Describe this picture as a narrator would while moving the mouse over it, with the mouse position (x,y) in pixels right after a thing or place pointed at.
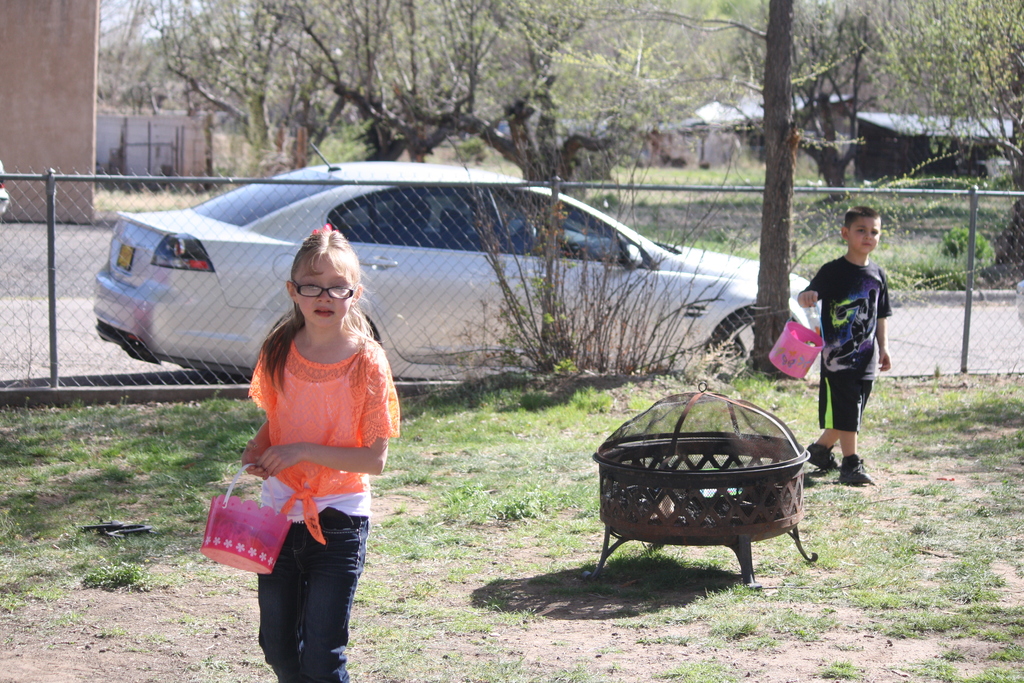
In this image there is a boy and a girl (258,467) standing and holding baskets (257,511), and there are plants (932,251), grass (763,393), wire fence (572,358), car (729,329) on the road (909,310), houses (65,155), trees (208,41).
